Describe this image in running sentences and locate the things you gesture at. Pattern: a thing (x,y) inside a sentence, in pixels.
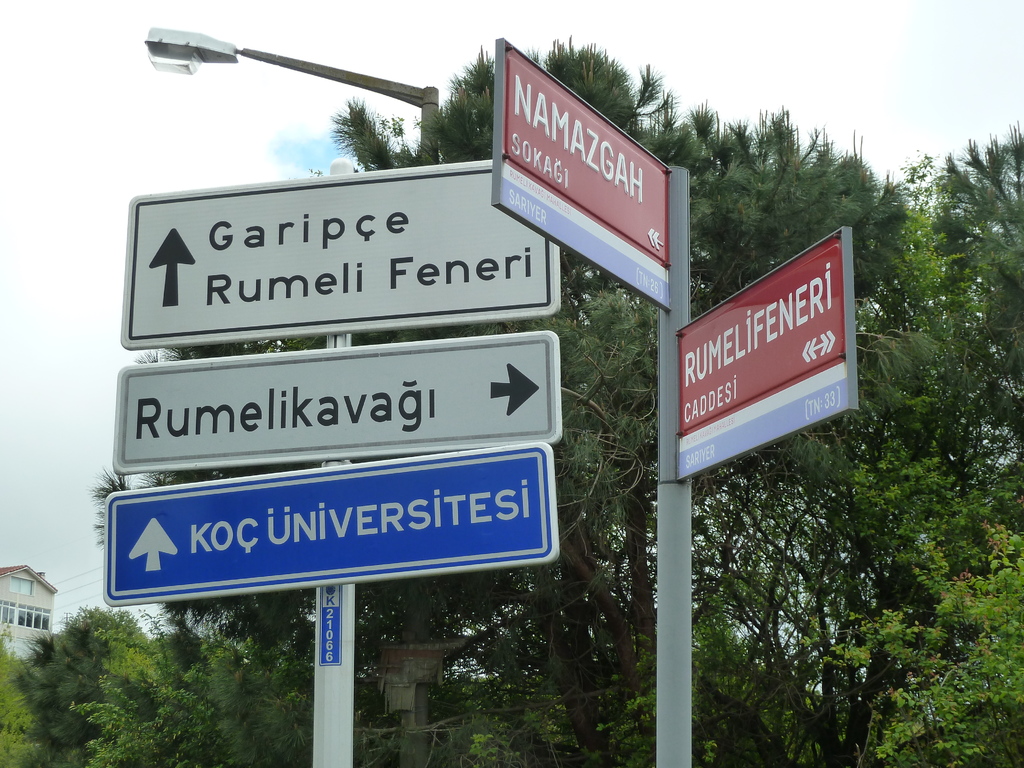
These are the direction boards (371,257), which are attached to the poles (681,670). I can see a street light (422,99). These are the trees (574,619) with branches (582,336) and leaves (912,488). At the left corner of the image (35,606), that looks like a house (10,591) with windows (32,619).
